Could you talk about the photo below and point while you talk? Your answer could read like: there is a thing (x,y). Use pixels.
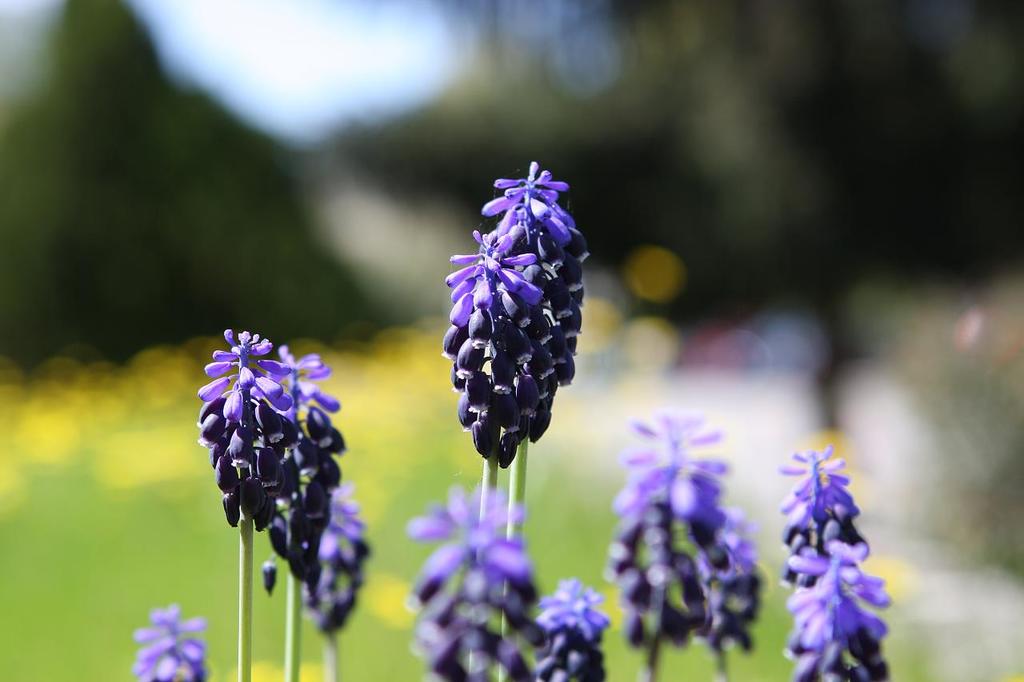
In the image we can see there are many flowers (540,409), purple in color and this is a stem (250,555) of the flower (247,490). The background (259,140) is blurred.
